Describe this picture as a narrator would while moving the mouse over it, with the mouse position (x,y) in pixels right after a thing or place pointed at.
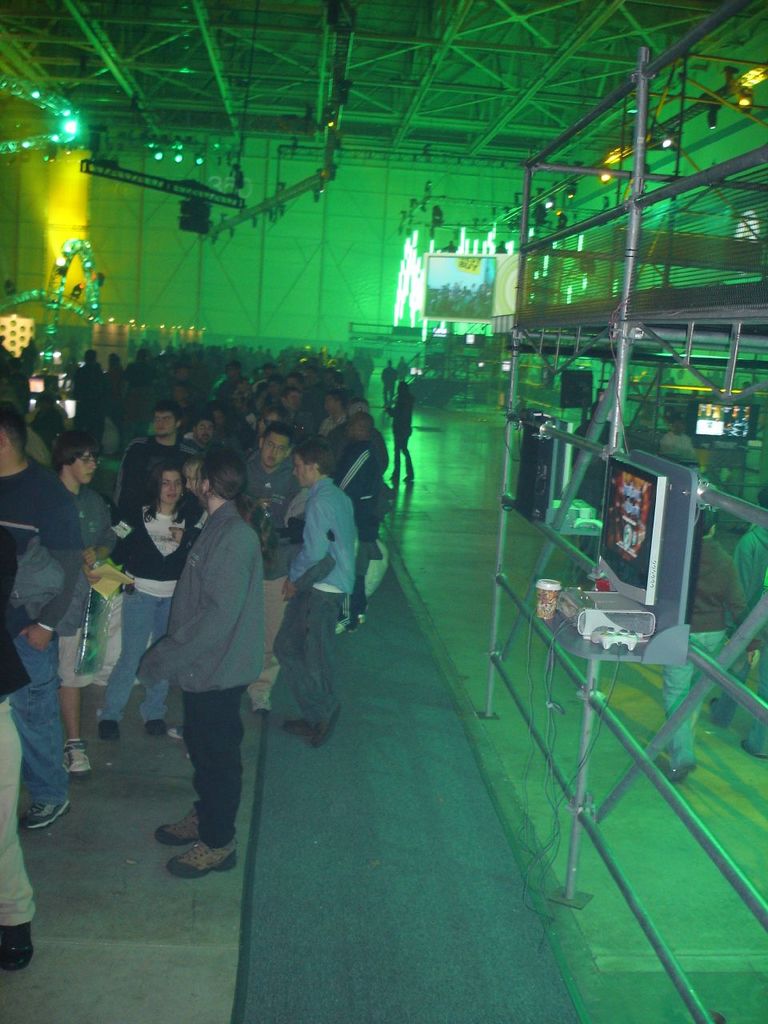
In the foreground of this image (193,523), on the left (154,423), there are people (208,387) standing and walking on the floor (120,829). On the right (755,898), there is a pole structure (603,319), a screen (630,534), an electronic device (591,611), a glass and a remote (621,633). In the background (421,326), there is green light (226,285), screen (464,287), few lights (178,148) and the inside roof (427,102) of a shelter (419,101).
